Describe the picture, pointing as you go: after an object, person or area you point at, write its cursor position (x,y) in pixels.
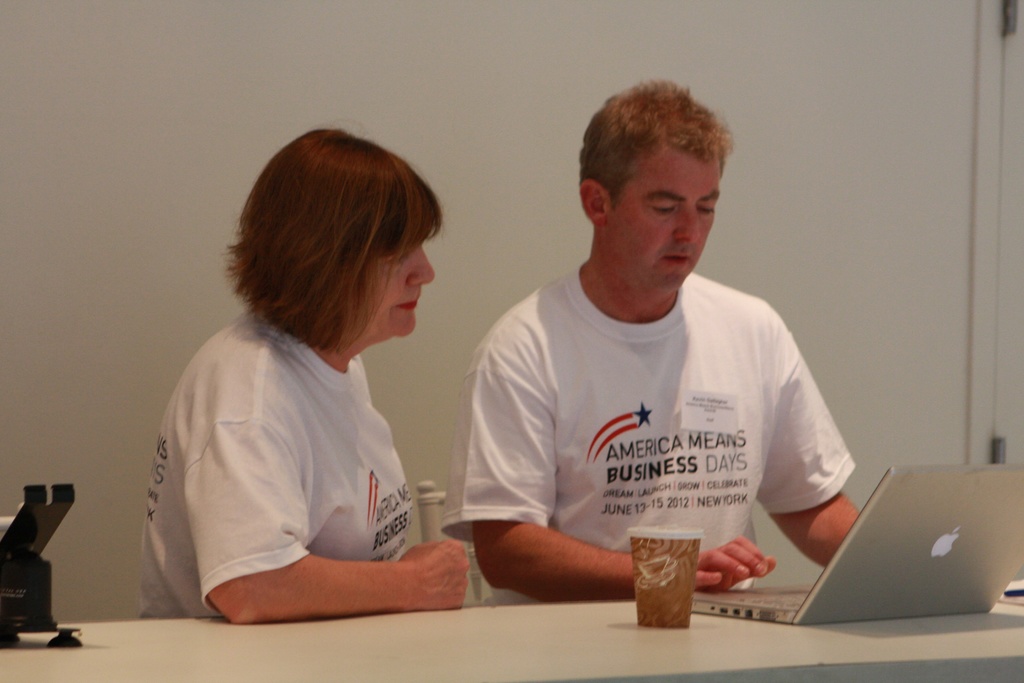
In this image i can see there are two persons (371,541) sitting in front of the table (328,645) and there is a laptop (921,591) and glass (674,572) kept on the table (339,637) and they both are wearing a white color t-shirt (174,479).
